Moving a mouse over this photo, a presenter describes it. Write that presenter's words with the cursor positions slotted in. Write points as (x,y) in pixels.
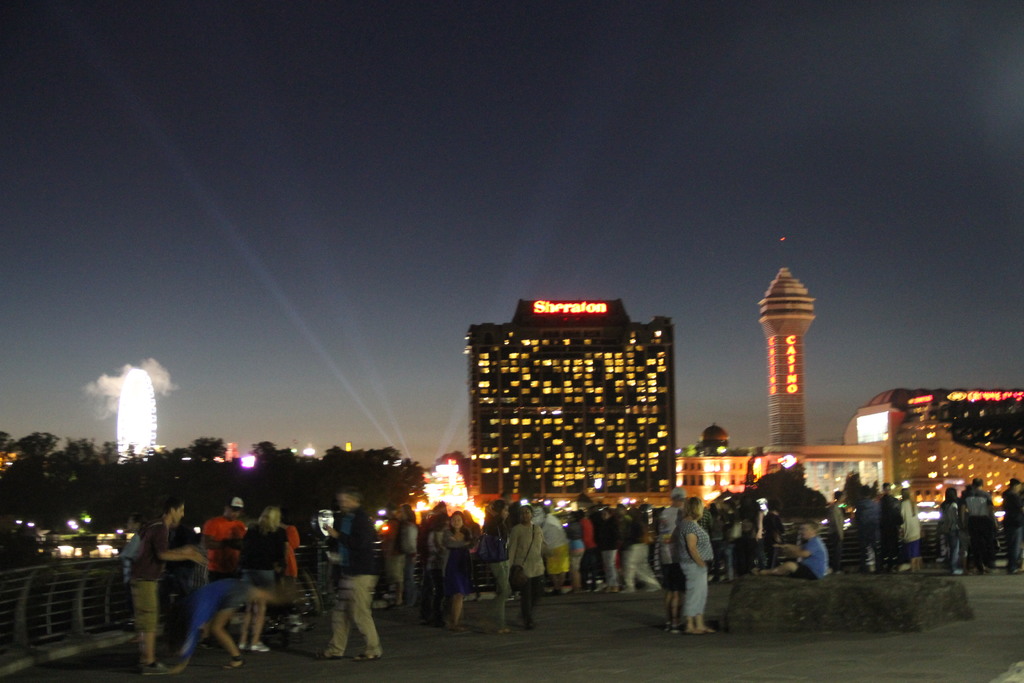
In this image we can see a few people (339,584) on the ground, there are some buildings (536,439), trees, lights (719,493), towers (785,422) and fence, in the background (693,278) we can see the sky (677,363).
